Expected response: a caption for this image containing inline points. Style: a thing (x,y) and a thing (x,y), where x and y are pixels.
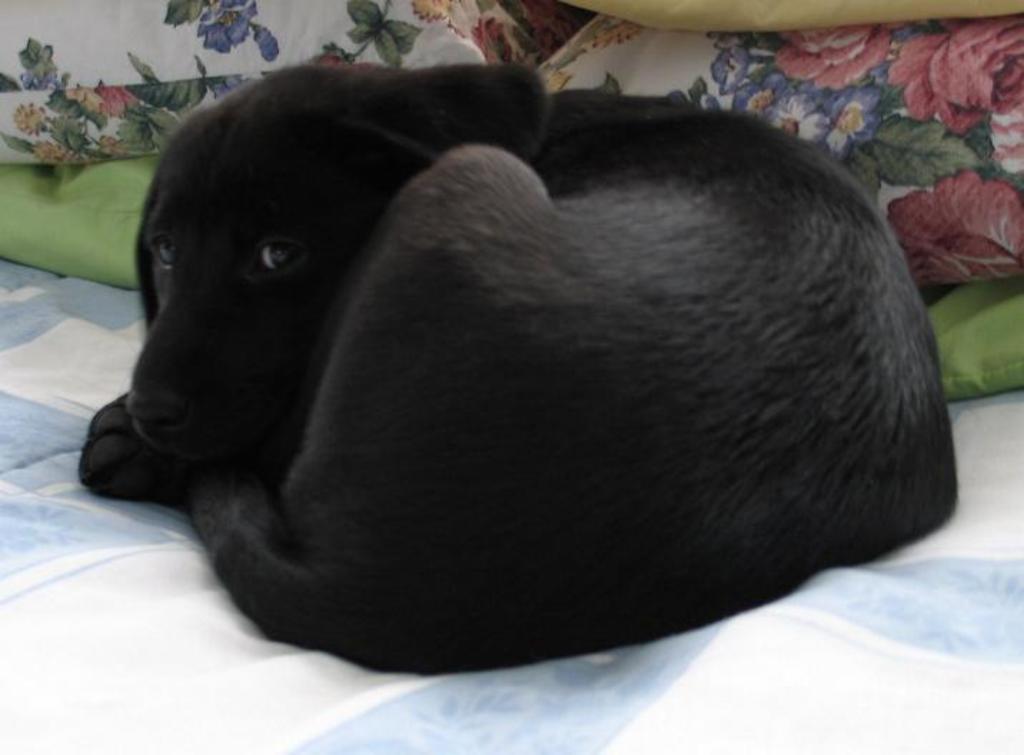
In this image I can see a dog (586,356) which is black in color is laying on the bed (441,700) which is white and blue in color. In the background (61,214) I can see few pillows (216,83) which are green, white and cream in color.
